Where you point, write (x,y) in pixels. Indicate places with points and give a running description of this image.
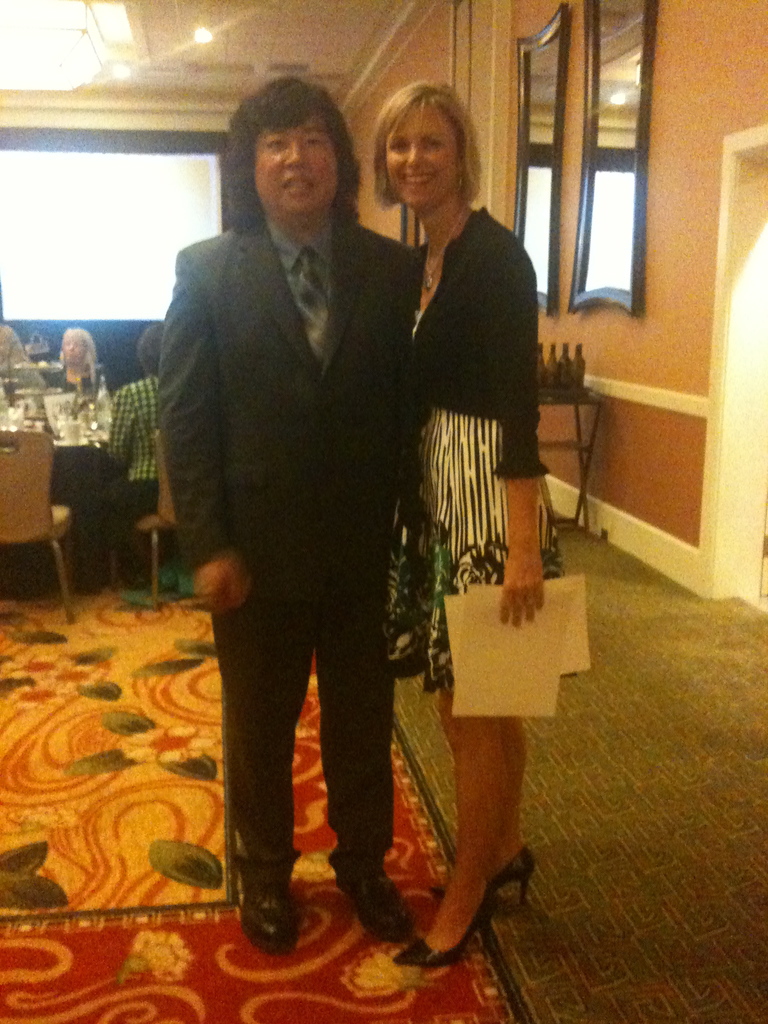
In this image, I can see two persons (402,427) standing and few people (130,383) sitting on the chairs (36,518). At the bottom of the image (166,959), there is a carpet (374,962) on the floor (609,940). On the right side of the image (551,379), I can see bottles (561,386) on the table (582,392) and two mirrors (598,177) attached to the wall (717,135). On the left side of the image (123,295), It looks like a screen (119,246). At the top of the image (125,81), there are ceiling lights (121,35) attached to the ceiling (229,42).
